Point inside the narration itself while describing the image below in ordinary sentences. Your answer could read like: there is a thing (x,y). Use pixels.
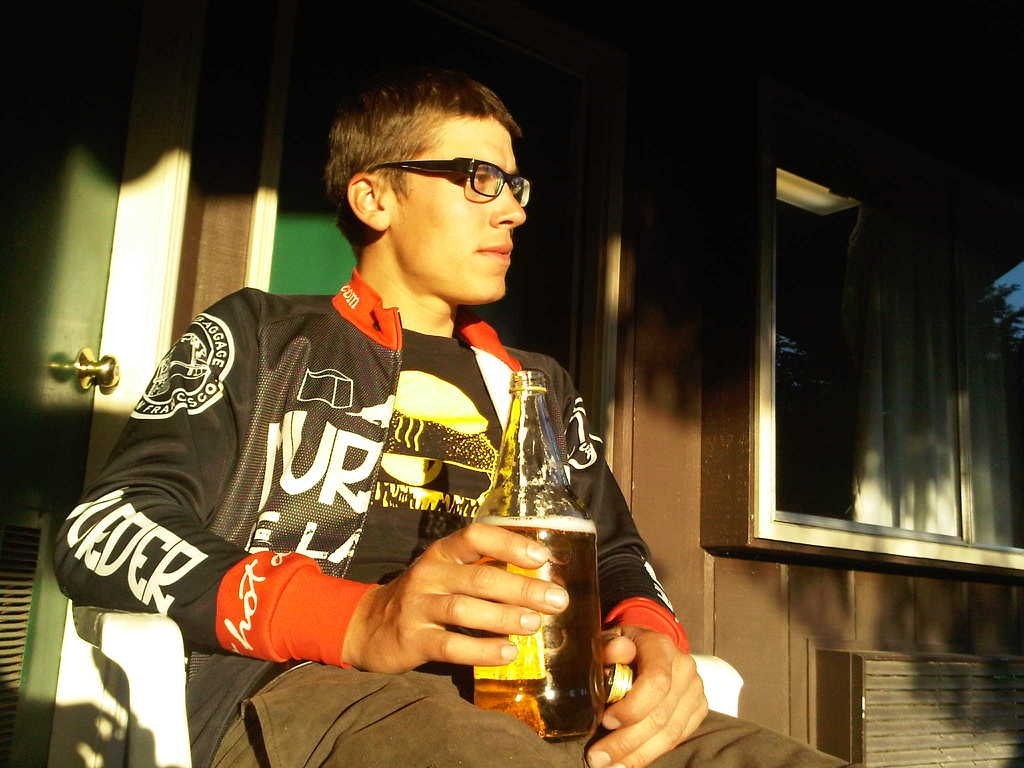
This person (358,522) sitting on the chair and holding bottle (560,581) and wear glasses (488,178). On the background (262,103) we can see wall (245,119), door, board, glass window (921,413).
